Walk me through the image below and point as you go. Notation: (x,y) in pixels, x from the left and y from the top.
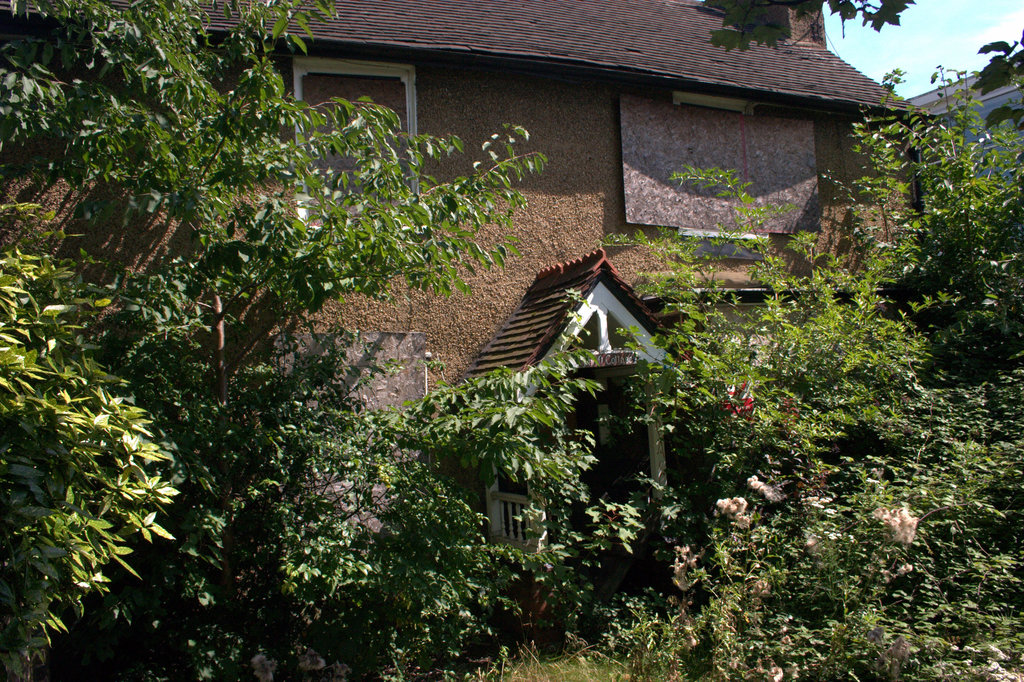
In this image we can see there is a house (626,274), in front of the house (569,223) there are trees (295,304) and plants (800,591).
